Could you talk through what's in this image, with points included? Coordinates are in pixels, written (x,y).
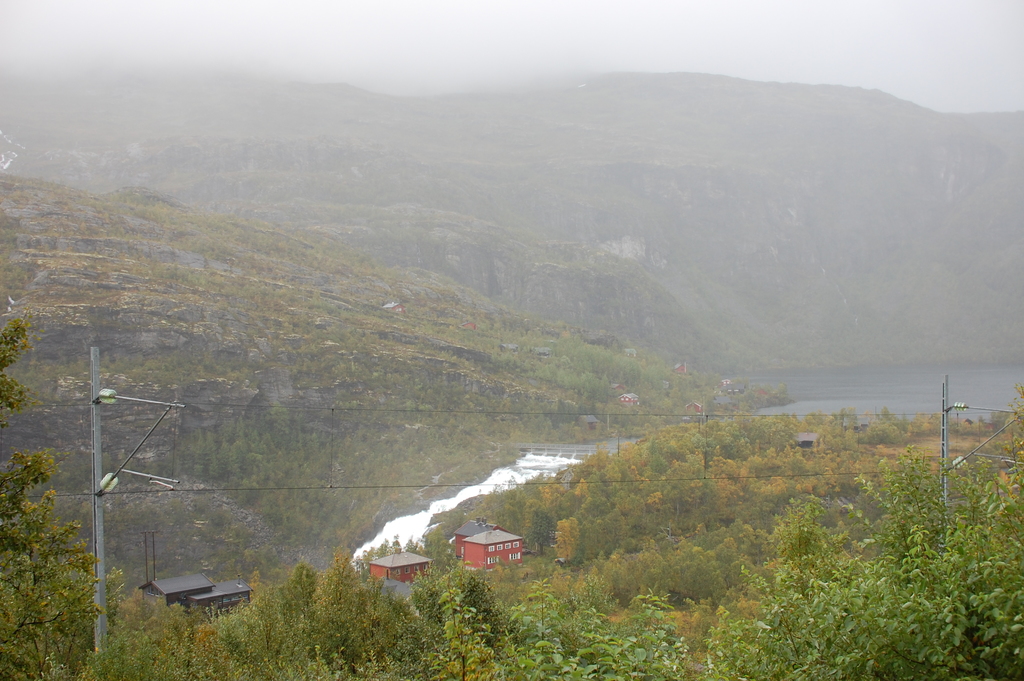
In the image we can see electric pole (112,395) and electric wires (676,415). There are even buildings (500,549) and the river (538,475). Here we can see tree (762,590), mountains (526,296), fog (385,148) and the sky (384,45).
